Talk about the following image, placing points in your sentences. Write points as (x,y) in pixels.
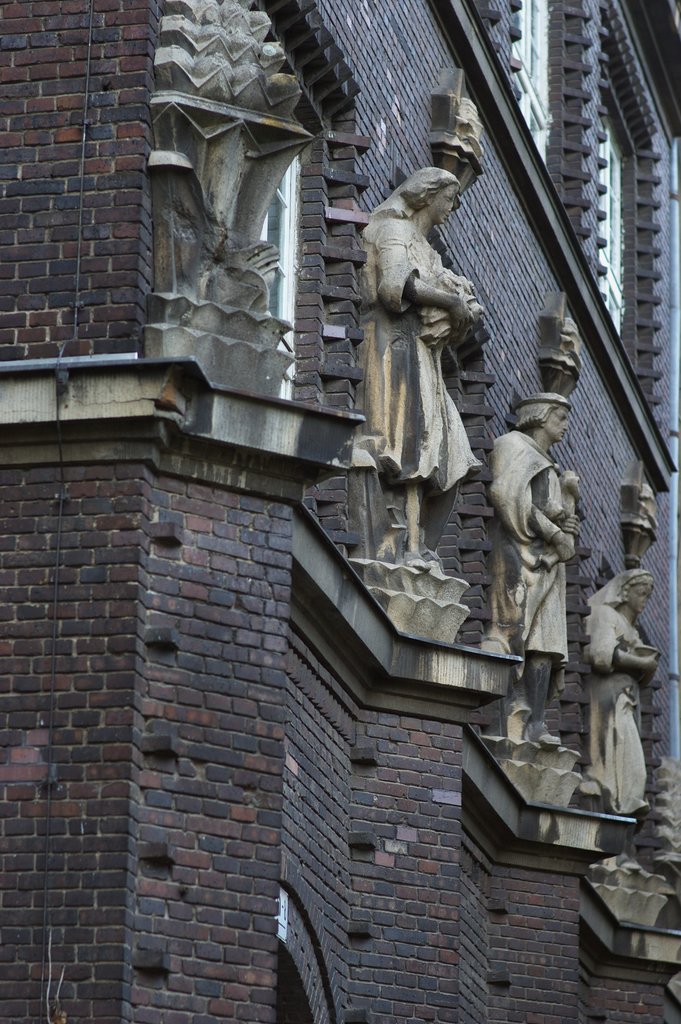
In this image we can see a building (297,502). On the building (309,31) we can see the sculptures (406,352).
